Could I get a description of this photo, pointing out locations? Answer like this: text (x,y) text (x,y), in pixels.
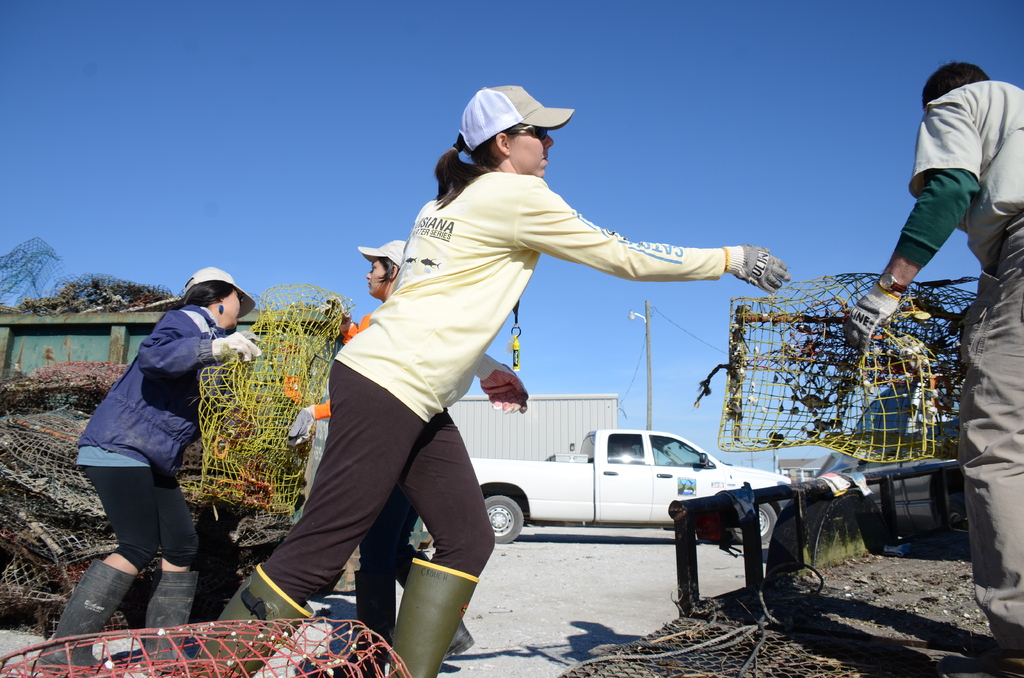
In this image we can see few vehicles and people (498,226), among them some are holding the objects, we can see some objects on the ground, in the background (513,68) we can see a pole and the sky (357,203).
